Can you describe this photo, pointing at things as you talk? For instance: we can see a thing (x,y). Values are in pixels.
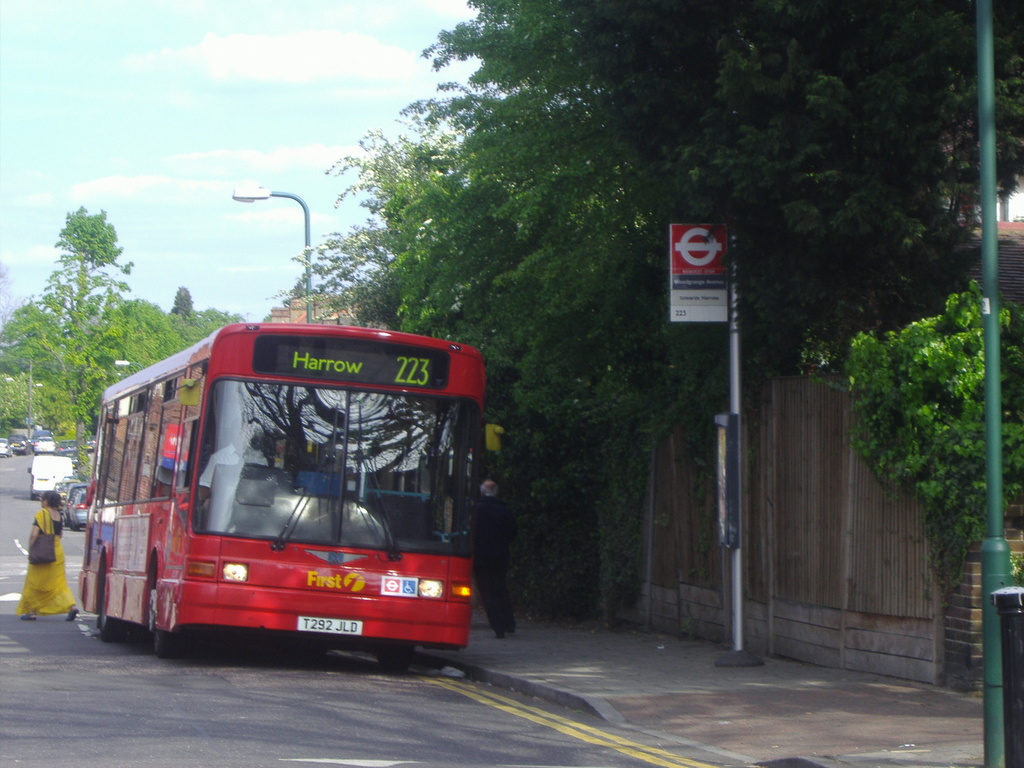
In this picture I can see the road (5,460) in front (340,465) on which there are number of vehicles (198,486) and I can see a woman (48,533) carrying a bag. On the right side of this picture (772,174) I can see number of trees (341,299) and few poles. On the top of this picture (52,30) I can see the clear sky (409,78) and I can also see the fencing (670,465) on the right side of this picture (812,513).
